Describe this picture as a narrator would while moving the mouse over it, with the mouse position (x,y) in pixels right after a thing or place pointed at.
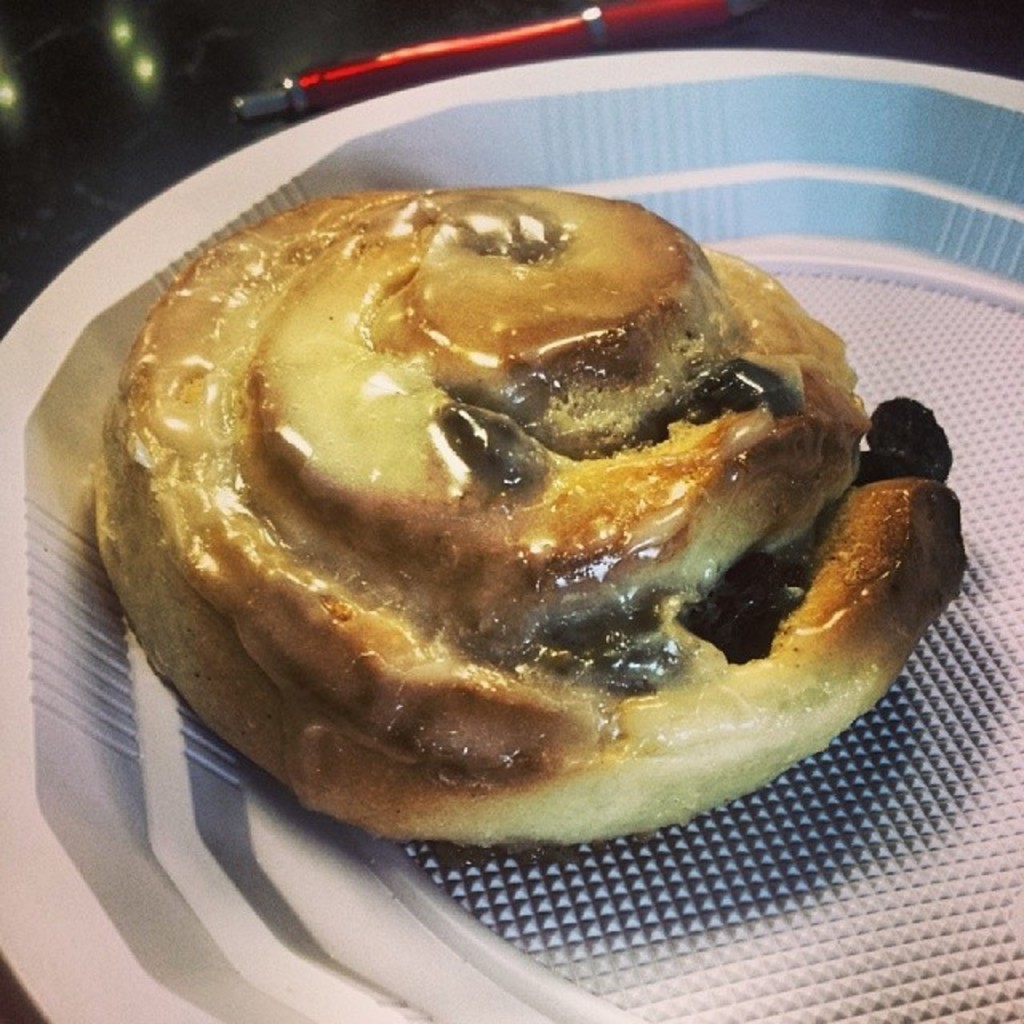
In the image there is some cooked food item (387,611) served in a plate (721,239).
